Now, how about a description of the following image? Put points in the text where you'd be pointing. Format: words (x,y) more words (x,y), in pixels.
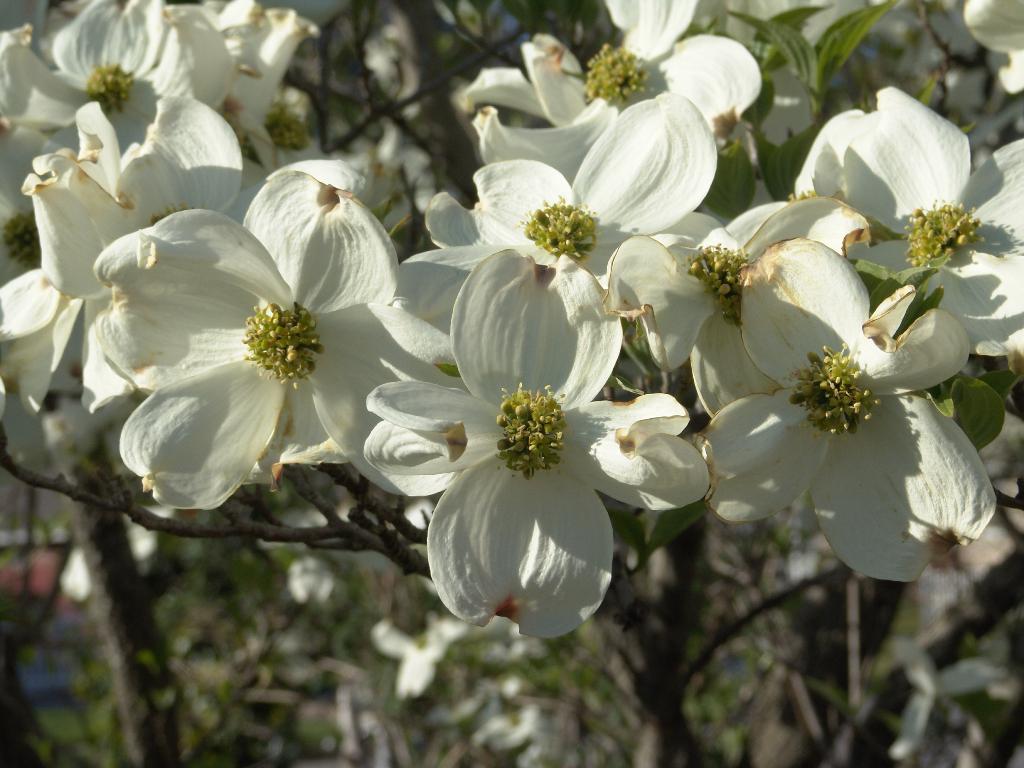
In this image we can see flowers (522,253) which are in white color.
